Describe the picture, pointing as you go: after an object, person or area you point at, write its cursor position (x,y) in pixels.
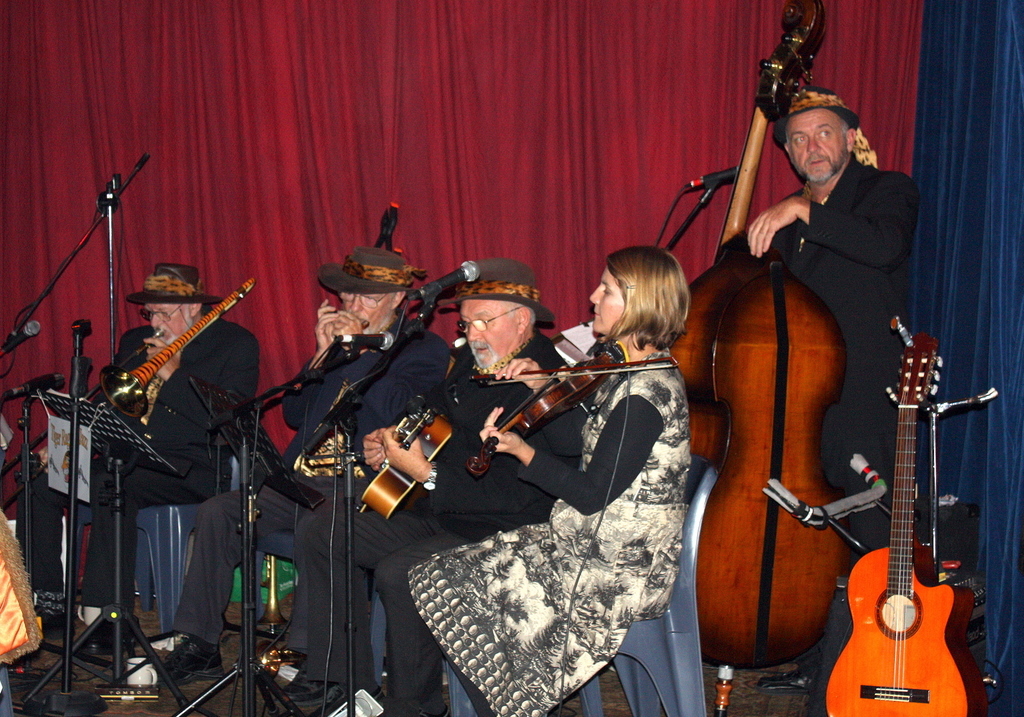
This picture shows a group of people (427,359) seated and playing musical instruments (562,401) and we see a man (861,174) standing and playing double bass (748,379) and we see a curtain (491,14).
